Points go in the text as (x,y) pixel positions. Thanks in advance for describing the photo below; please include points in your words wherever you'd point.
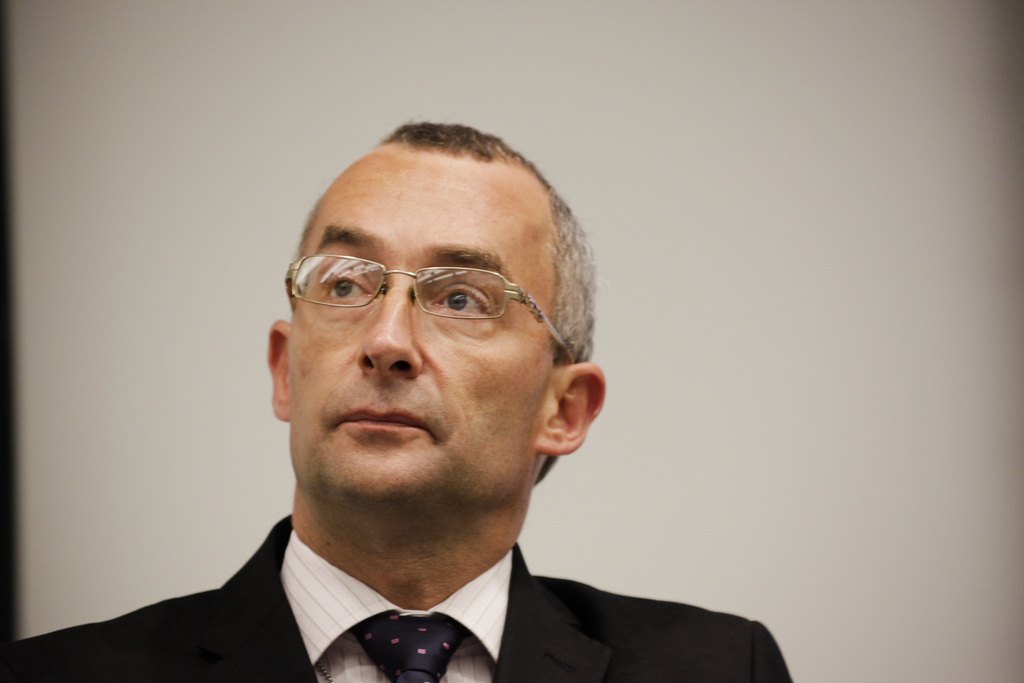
In this picture there is a man (418,643) wearing a suit (613,643). In the background (188,229) it is wall (750,487).
